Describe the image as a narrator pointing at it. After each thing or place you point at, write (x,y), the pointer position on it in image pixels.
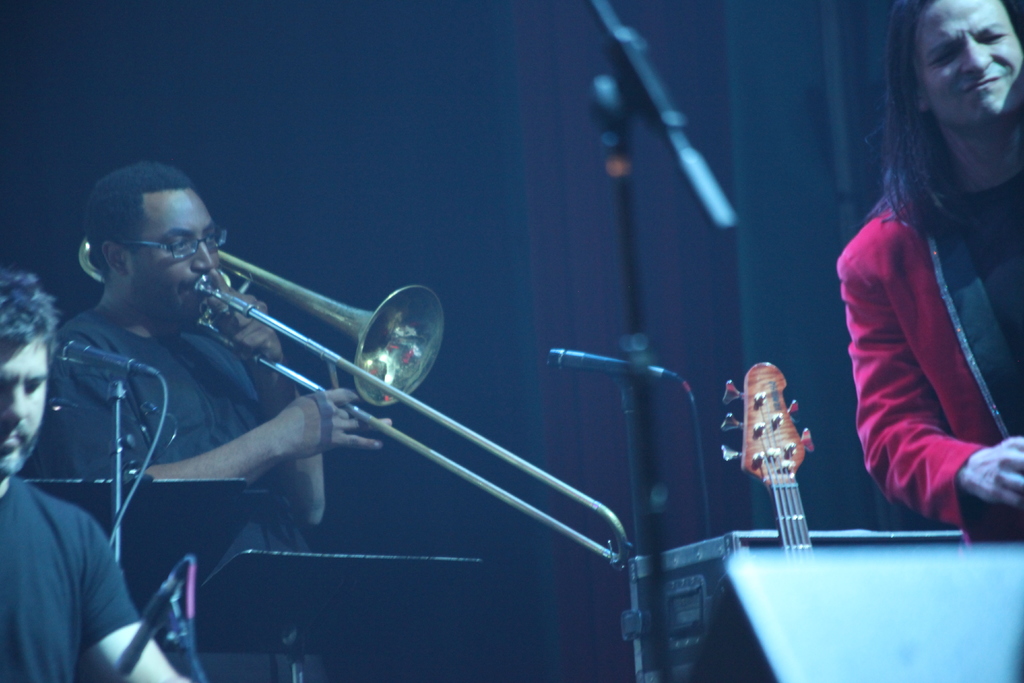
There are three musicians (310,393) performing at the stage (597,435) in this image. The person (937,316) at the right side (941,314) wearing a red colour suit (924,353) is giving some expressions in his face (990,70). The person (232,395) on the left side (204,378) is playing musical instrument (273,320). And the man (68,572) at the bottom left (50,607) wearing black colour t-shirt (36,621) is seeing at the mic (137,646) which is in front of him. In the center (638,424) there is a mic stand (629,461) and musical instrument (799,504). In the background (572,248) there is black colour sheet (423,144).
